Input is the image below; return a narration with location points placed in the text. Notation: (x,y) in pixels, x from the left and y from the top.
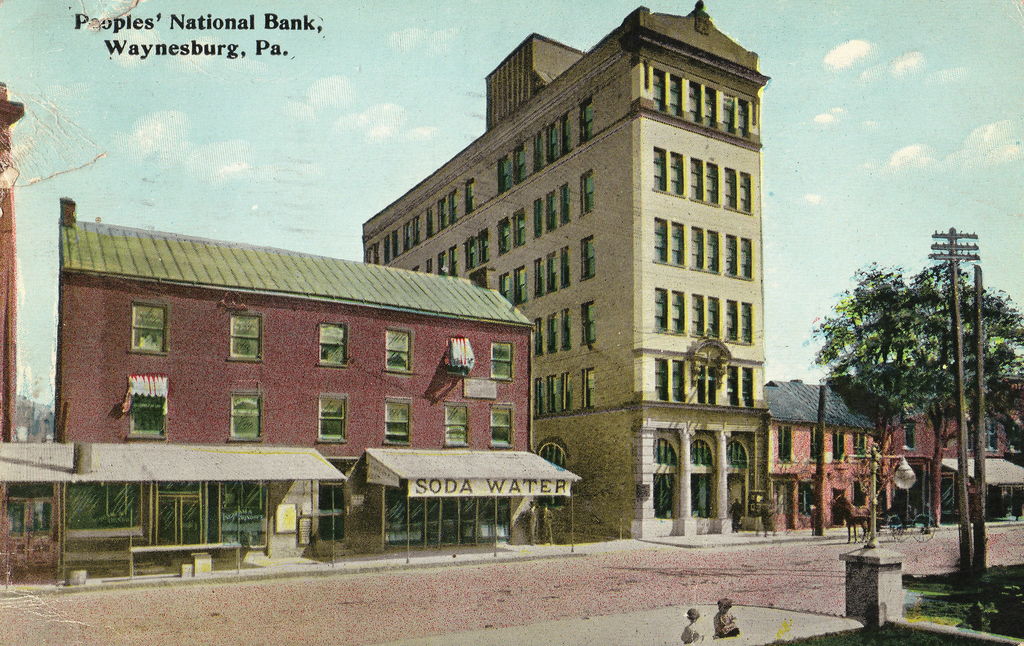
This is an edited image in which there are buildings (737,465), there is an animal (856,512), there are persons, trees (907,393), poles (974,356) and the sky (880,163) is cloudy and there is some text (192,54) written on the top of the image (148,32) and in front of the building (412,447) there is a tent (477,465) with some text (506,489) written on it.
